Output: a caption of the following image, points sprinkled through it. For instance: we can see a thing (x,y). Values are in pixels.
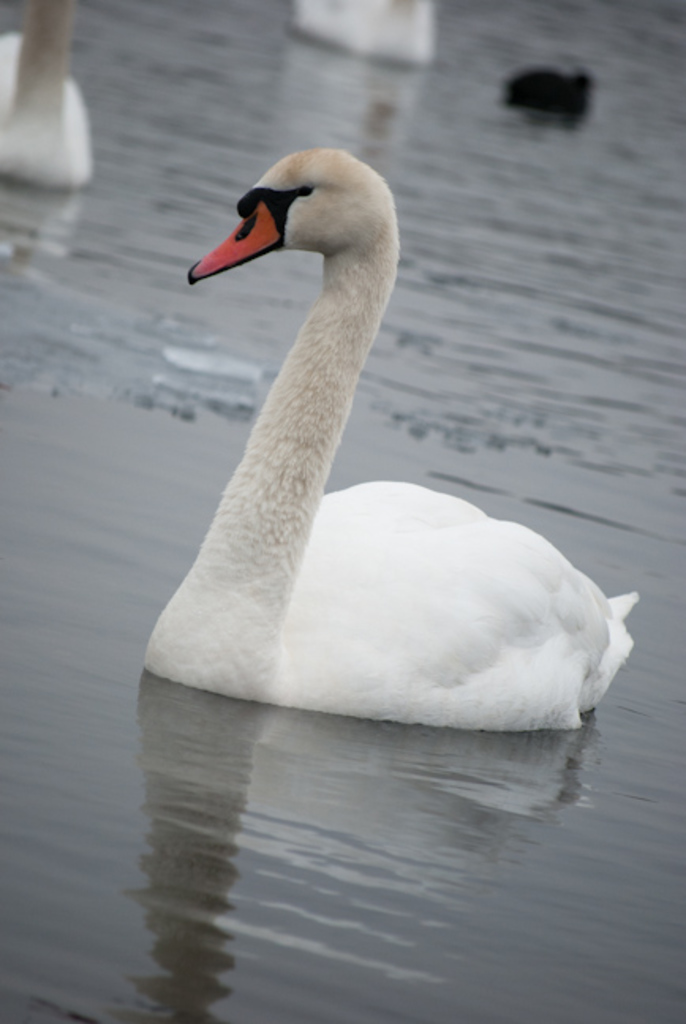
In this picture we can see there are swans (12,90) in the water (250,406).
